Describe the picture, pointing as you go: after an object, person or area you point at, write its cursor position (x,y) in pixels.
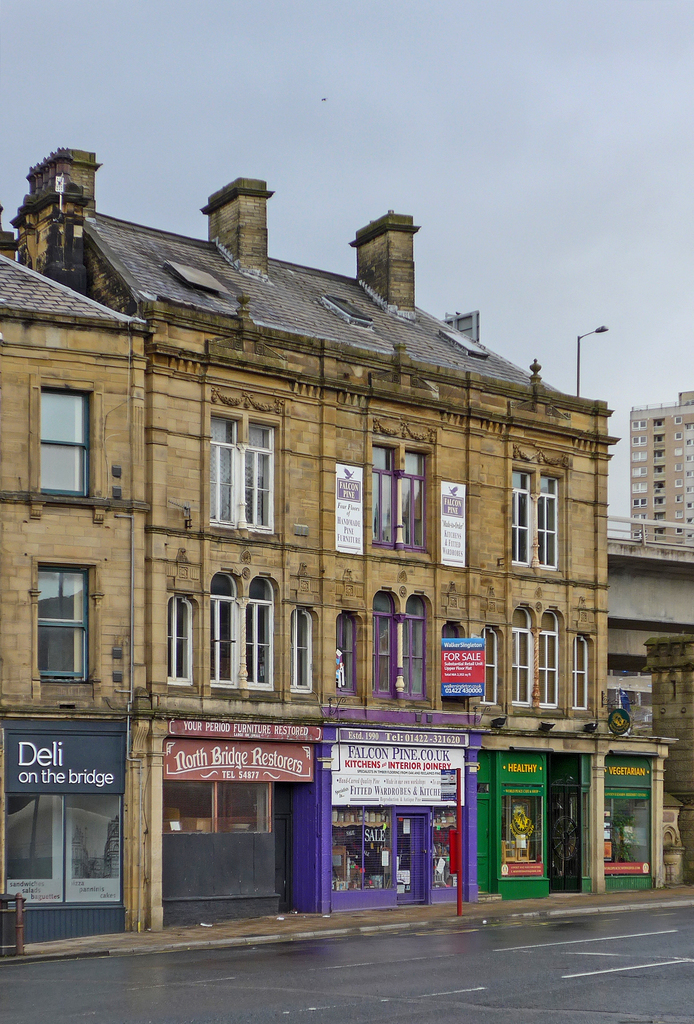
In this image, we can see few buildings (312,565), glass windows (306,621), walls (329,632), pole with light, hoardings (458,525), posters (458,525). At the bottom (537,997), there is a road (473,985) with white lines (545,947). Top of the image (443,206), we can see the sky (482,150).
